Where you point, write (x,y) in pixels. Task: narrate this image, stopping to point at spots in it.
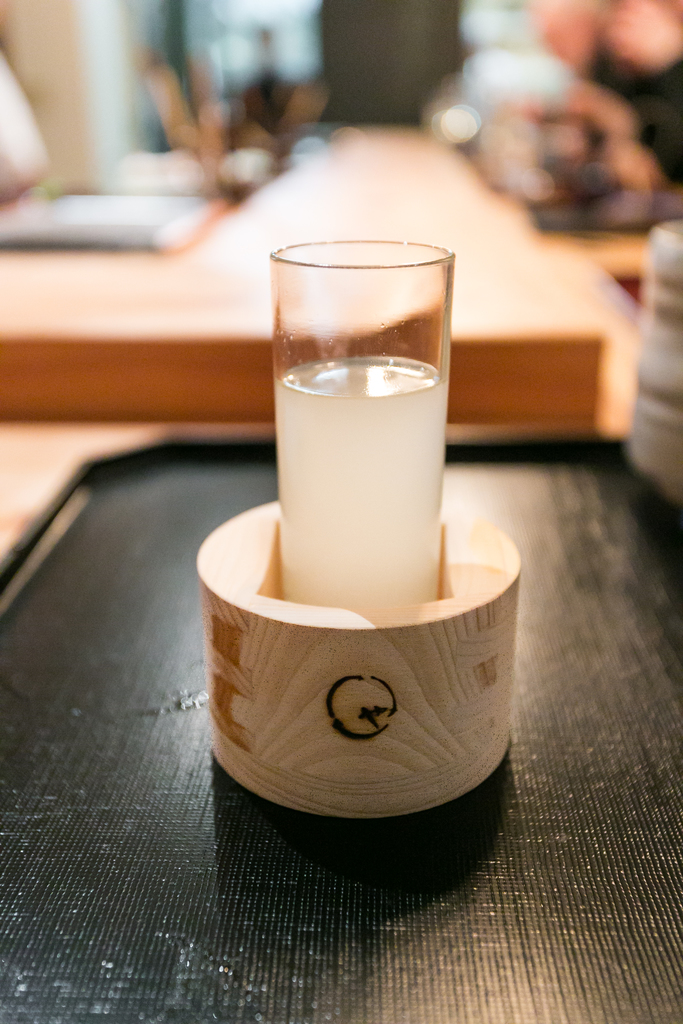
In the center of the image (381,492) we can see a glass (356,362) with the liquid (384,400) and the glass (372,334) is placed in a black tray (281,840) which is on the wooden table (32,475) and the background of the image (31,101) is blurred.
